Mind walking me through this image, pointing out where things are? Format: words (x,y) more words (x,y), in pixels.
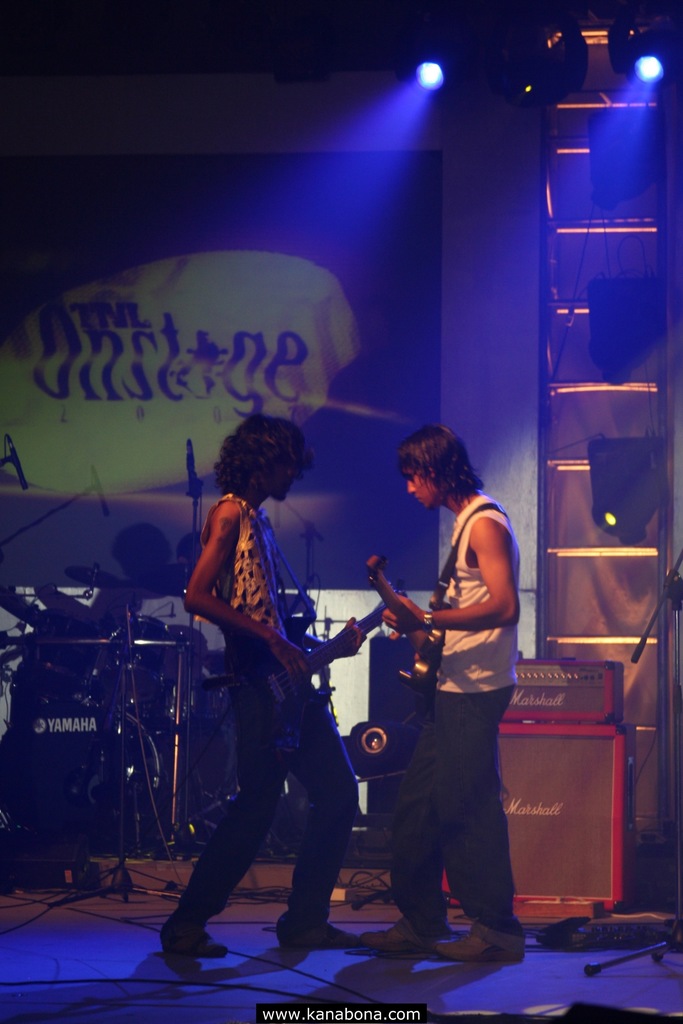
This picture shows two persons (319,736) standing in front of each other, holding a guitar (416,673) and playing them. In the Background (199,732), there are some musical instruments (136,746) and we can observe some lights (649,79) here.
